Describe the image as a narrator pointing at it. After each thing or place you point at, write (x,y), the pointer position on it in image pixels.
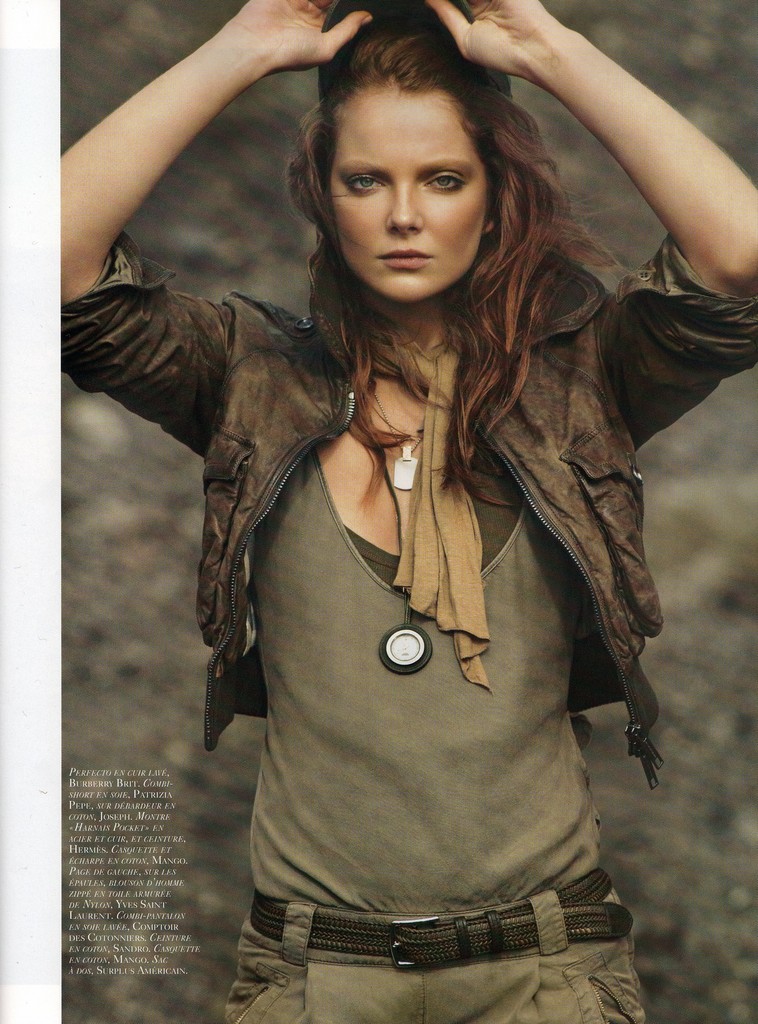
In this image there is a woman (617,581) standing. She is wearing chains (421,443), a jacket (583,426), a belt (619,907) and a scarf (439,390) around her neck (424,369). Behind her it is blurry. In the bottom left (174,815) there is text (139,888) on the image.
